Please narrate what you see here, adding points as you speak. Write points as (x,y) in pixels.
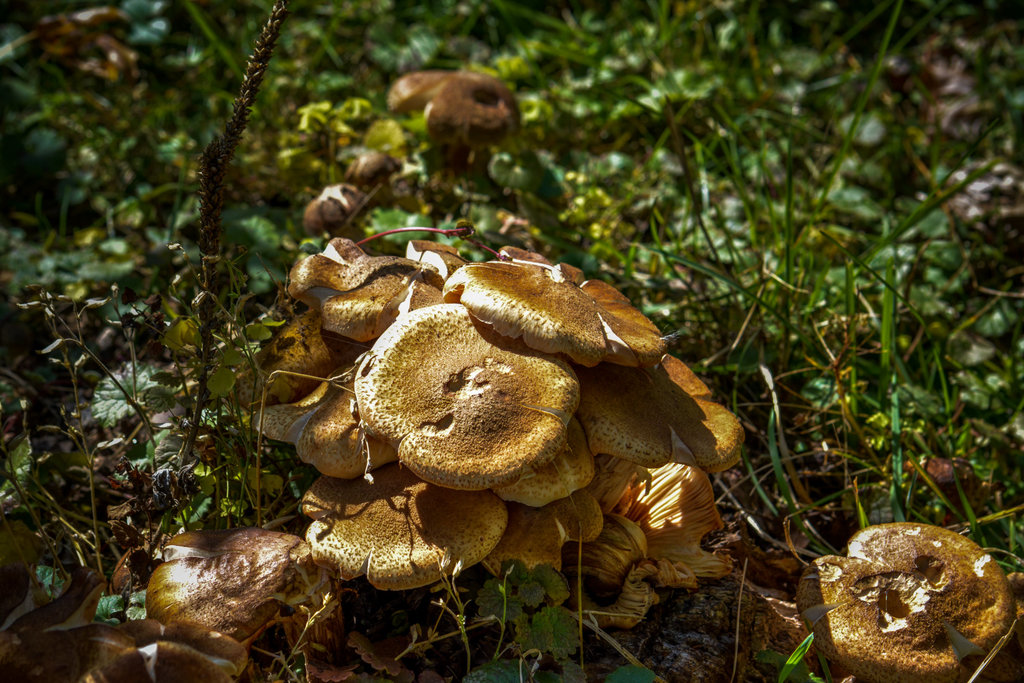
In this picture we can see mushrooms (515,404) and grass (661,219).
